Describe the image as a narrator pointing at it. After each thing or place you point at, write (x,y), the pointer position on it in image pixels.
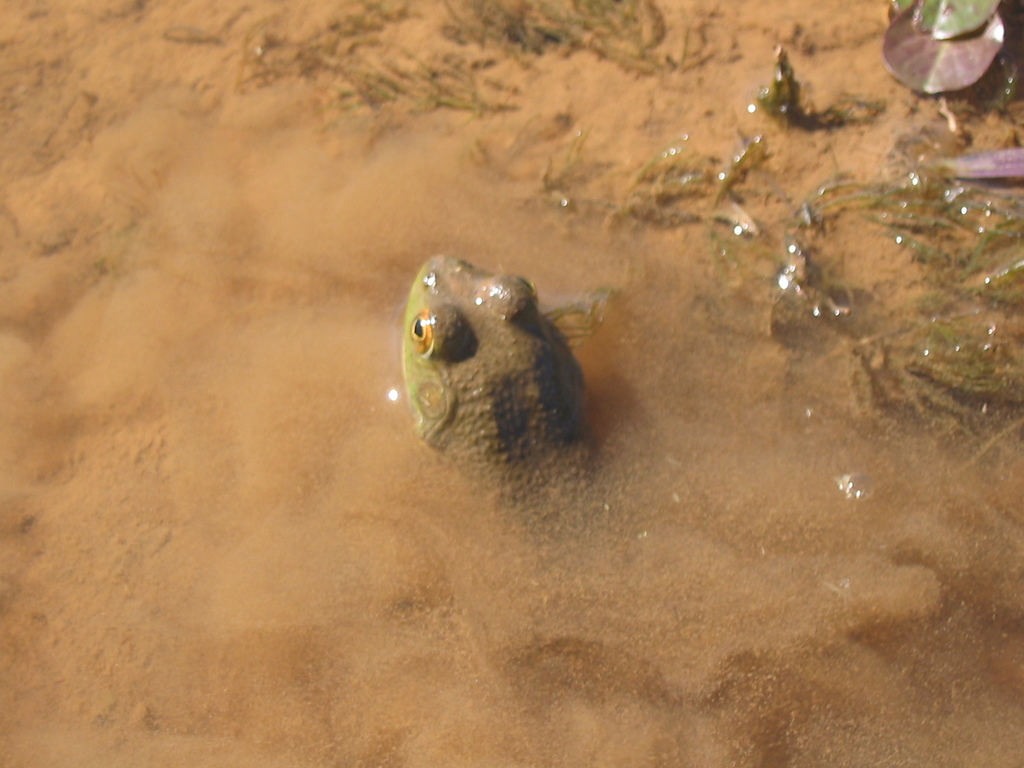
In this image there is sand (480,113), there is a frog (552,386), there are plants (956,47) towards the top of the image (945,59), there are plants (933,56) towards the right of the image (914,231).
